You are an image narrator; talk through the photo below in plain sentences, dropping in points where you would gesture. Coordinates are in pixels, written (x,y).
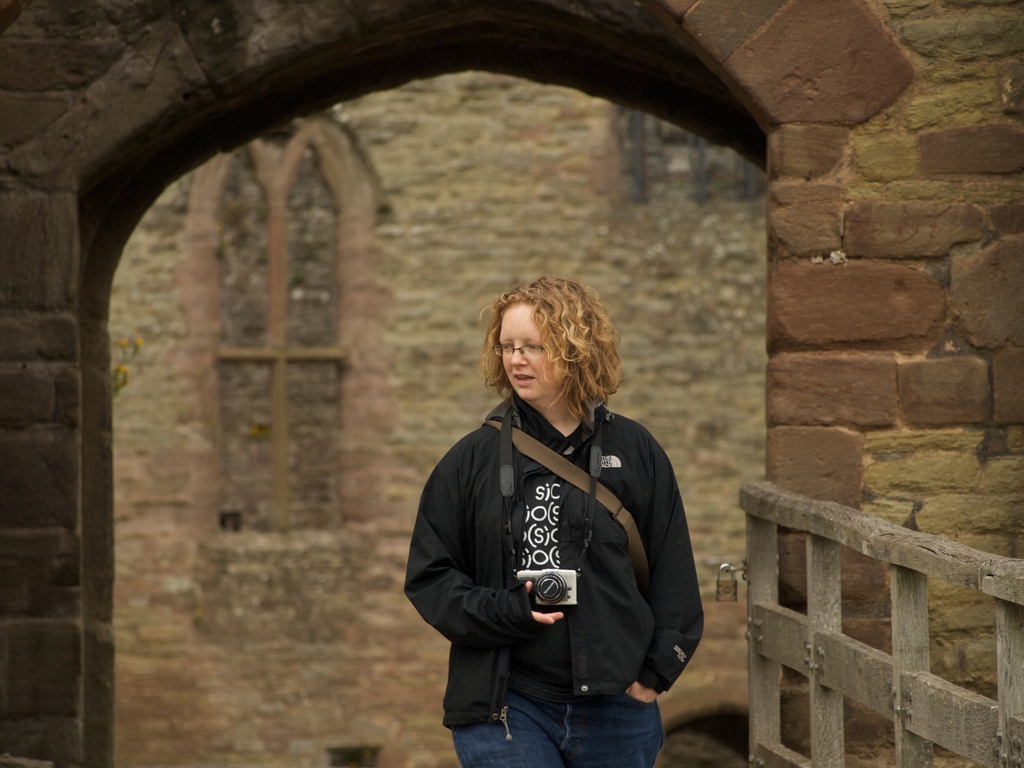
In this image there is a woman (541,530) towards the bottom of the image (569,599), she is wearing a camera (561,585), she is wearing spectacles (538,349), there is a wooden object (875,650) towards the right of the image (881,614), there is a lock (728,576), there is a wall (899,186) towards the right of the image (901,238), there is a wall (74,342) towards the left of the image (52,412), at the background of the image (314,331) there is a wall (305,551).
